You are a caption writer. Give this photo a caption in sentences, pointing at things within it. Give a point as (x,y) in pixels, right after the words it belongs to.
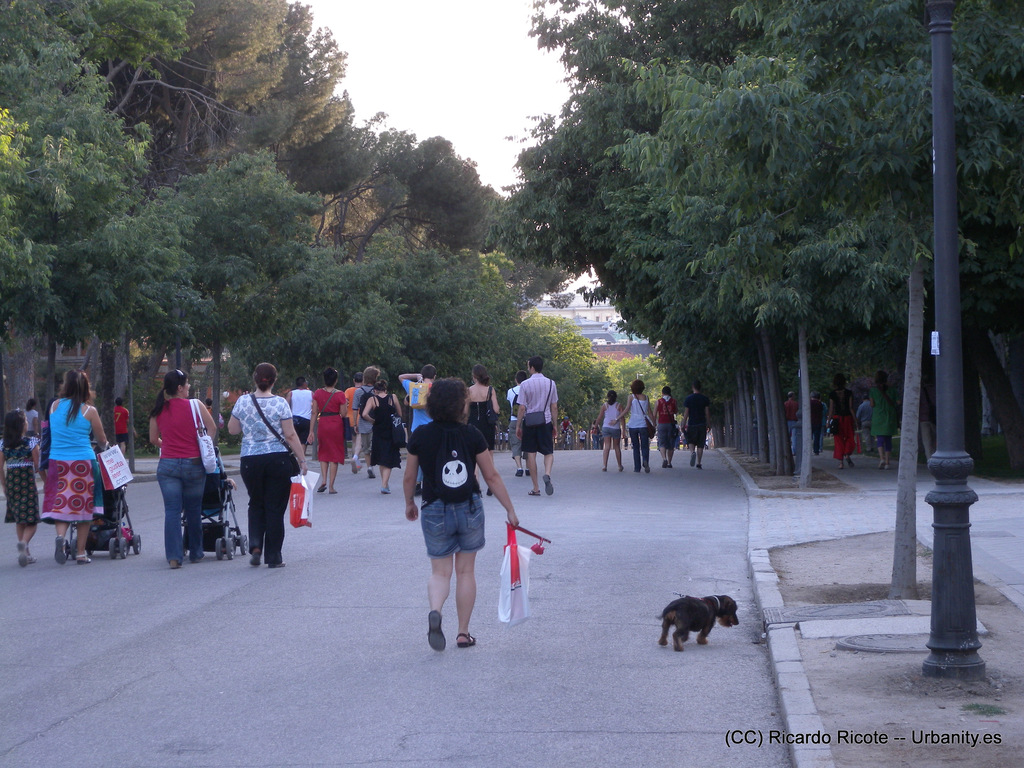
In the middle of the image (476,369) few people (57,420) are walking and holding some bags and strollers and we can see a dog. In front of them we can see some poles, trees (770,323) and buildings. At the top of the image (481,135) we can see the sky (481,135).
